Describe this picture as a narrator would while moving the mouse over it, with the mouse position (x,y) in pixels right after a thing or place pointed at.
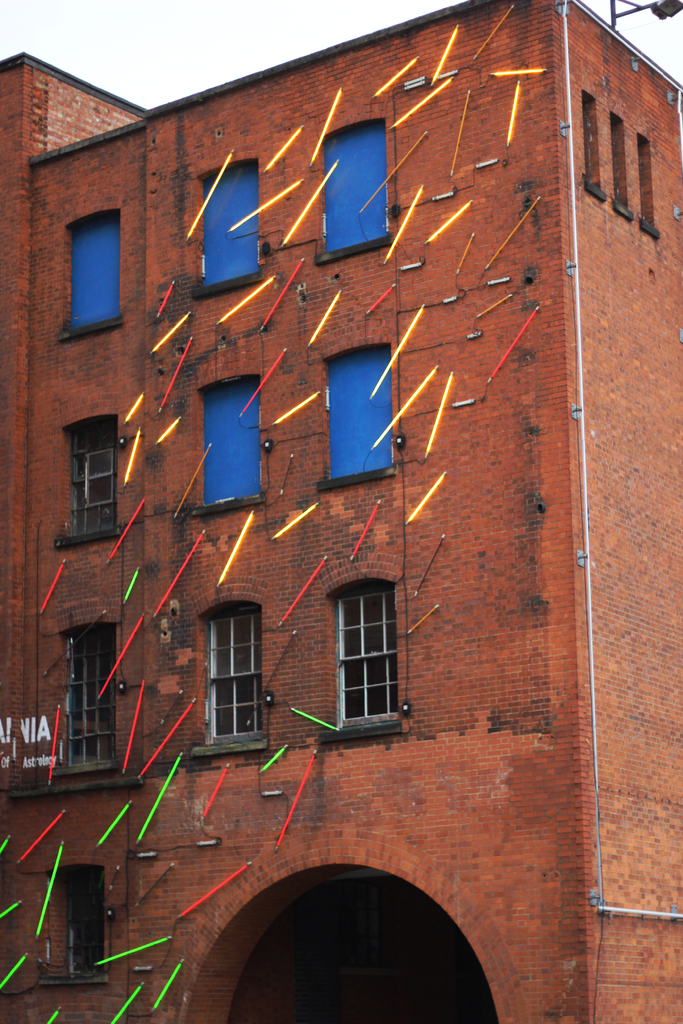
In this image I can see a building (568,604) which is brown in color and I can see few objects (294,806) which are red, green and orange in color are attached to the building (339,272). I can see few windows (226,621) of the building (190,280) and in the background (356,15) I can see the sky (309,21).
